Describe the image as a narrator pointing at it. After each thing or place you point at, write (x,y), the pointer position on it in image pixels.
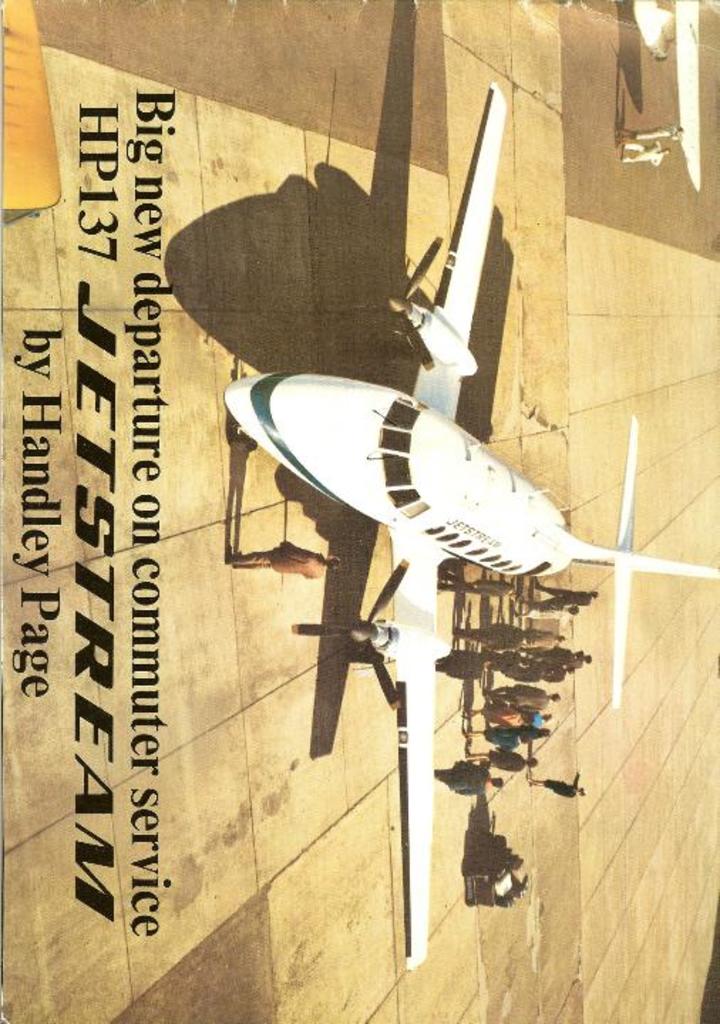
In this image I can see an airplane (329,475) which is in white color. To the side there are many people (494,690) with different color dresses (468,646). To the left (86,649) I can see something is written.
